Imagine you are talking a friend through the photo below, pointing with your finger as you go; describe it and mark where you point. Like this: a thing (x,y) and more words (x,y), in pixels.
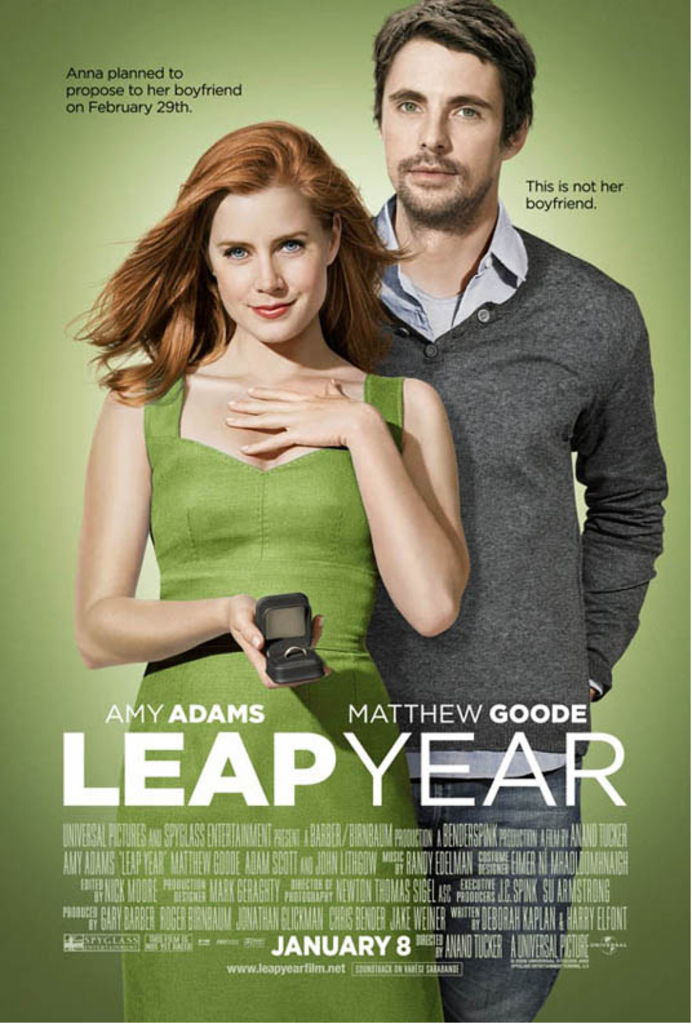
In this image I can see two persons (457,430) standing. The person (289,515) at left (138,422) is wearing green color dress (313,590) and holding some object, the person (502,593) at right (569,593) is wearing grey color sweater (604,592) and I can see something is written on the image and the background (651,761) is in green color.
